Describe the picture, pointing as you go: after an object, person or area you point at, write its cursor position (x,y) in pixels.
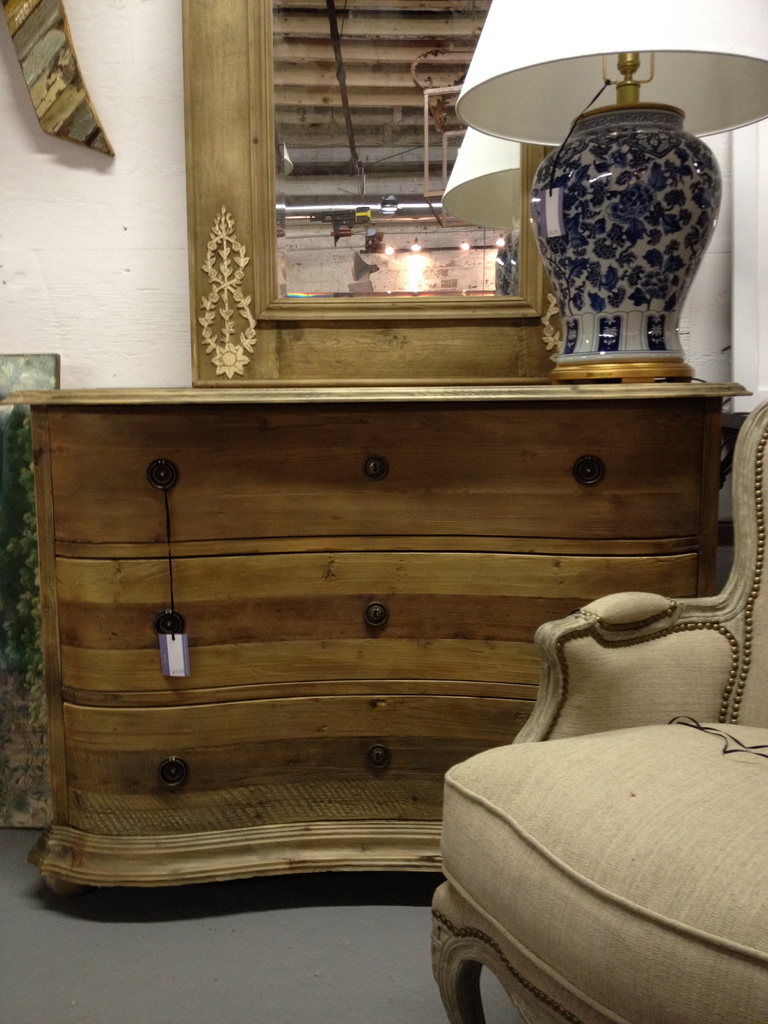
In this room (322,319) there is a dressing table (453,613) and a mirror (322,49). Here is a lamp (625,194). And we can observe armchair (672,846) here.
